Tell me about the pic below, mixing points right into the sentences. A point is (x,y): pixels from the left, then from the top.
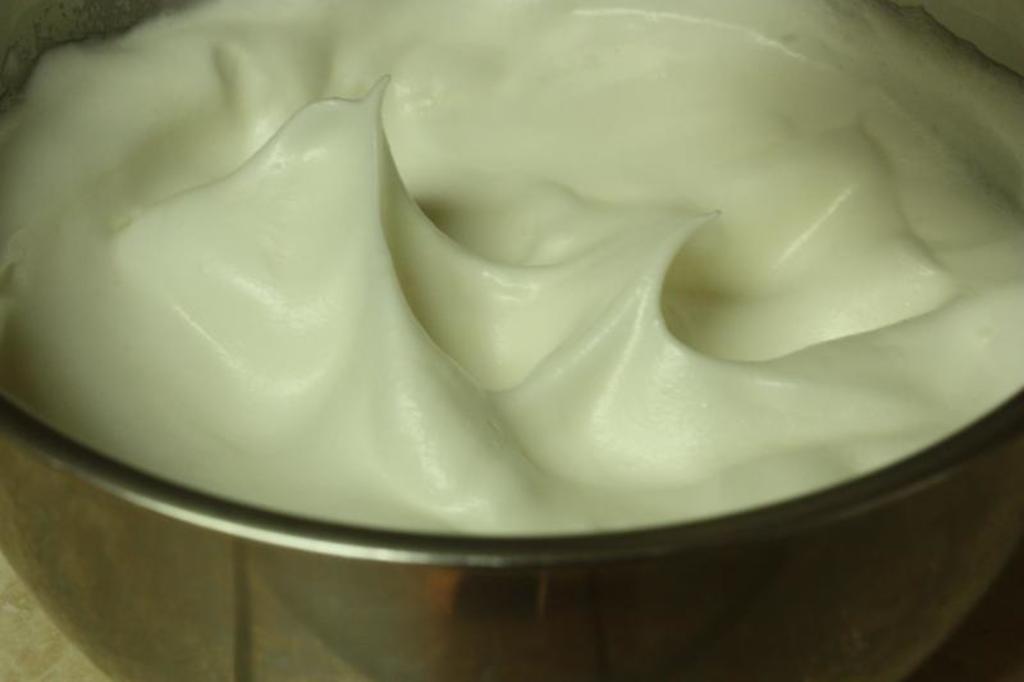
In this image there is like a cream (371,121) in a bowl (933,592).
